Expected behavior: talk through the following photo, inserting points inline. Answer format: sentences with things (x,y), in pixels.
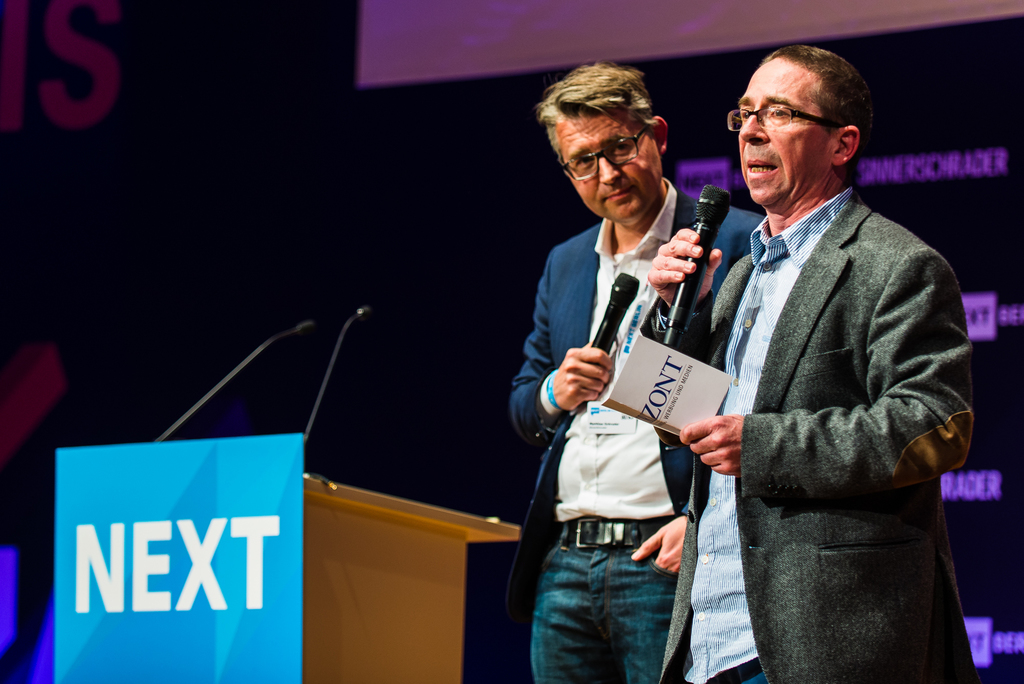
In this image we can see two persons (736,457) are standing and holding mic (629,300) in their hand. One person (788,303) is wearing blue shirt (763,308) with grey coat (843,349) and the other one (620,269) is wearing white shirt (605,471), blue coat (568,349) with jeans (582,609). Behind the podium (387,568) is there.
